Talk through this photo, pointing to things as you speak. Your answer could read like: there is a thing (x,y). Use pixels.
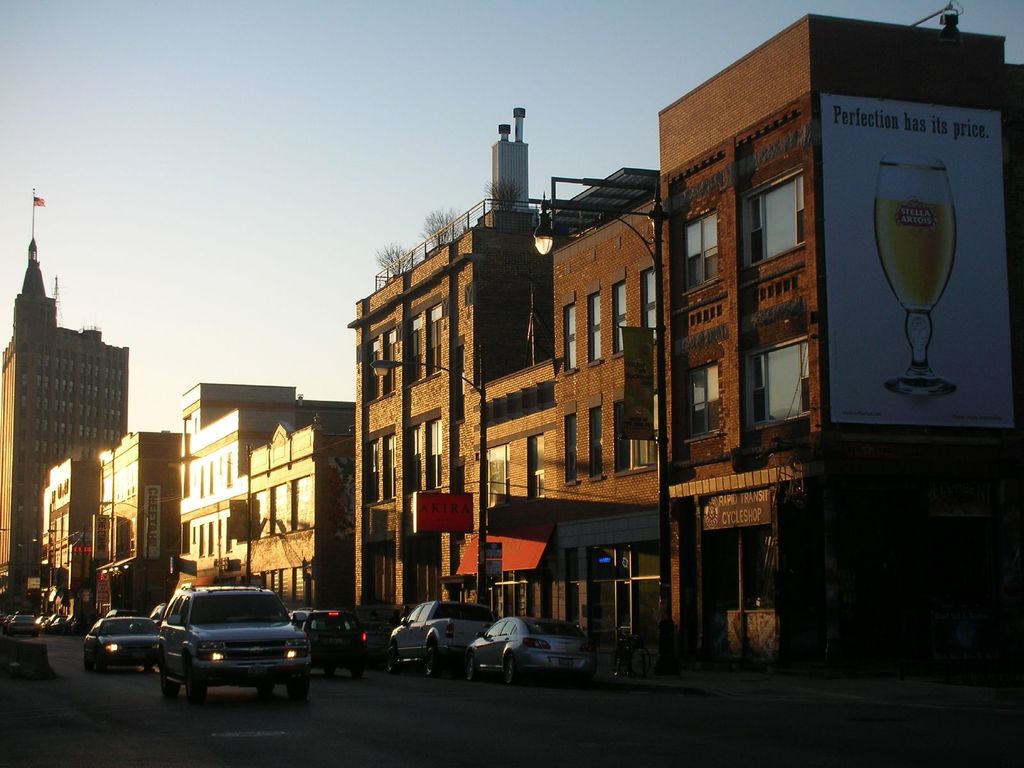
In this image we can see few buildings (470,460), vehicles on the road (335,699), street lights (481,446), plants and a flag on the building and boards (415,504) attached to the buildings (513,416) and the sky (524,87) in the background (557,73).
